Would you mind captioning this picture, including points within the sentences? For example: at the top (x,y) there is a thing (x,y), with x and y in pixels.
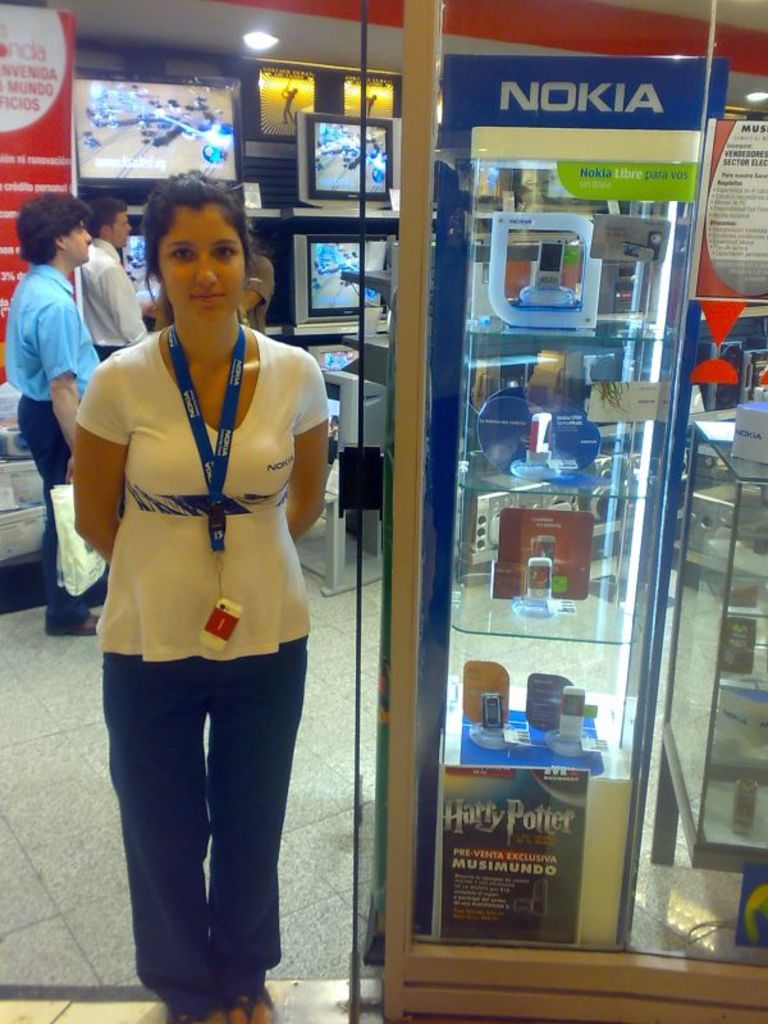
In this picture we can see one woman (252,546) is standing beside the mobile stand (583,468) and posing back side, we can see some televisions (110,149) are placed and few people (119,336) are standing.
